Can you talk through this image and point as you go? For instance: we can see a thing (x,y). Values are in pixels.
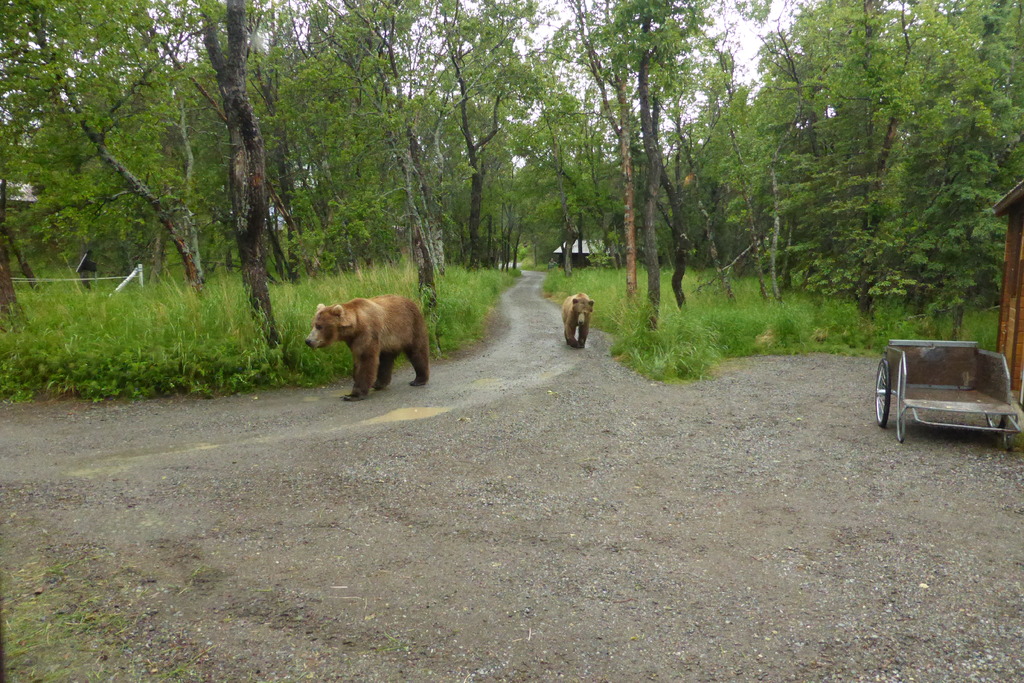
In this image, I can see two bears (357,394) on the road (393,432). On the right side of the image (901,385), It is a wheel cart (923,370). There are plants (227,307), trees (552,222) and a house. In the background (556,21), there is the sky (552,33).
